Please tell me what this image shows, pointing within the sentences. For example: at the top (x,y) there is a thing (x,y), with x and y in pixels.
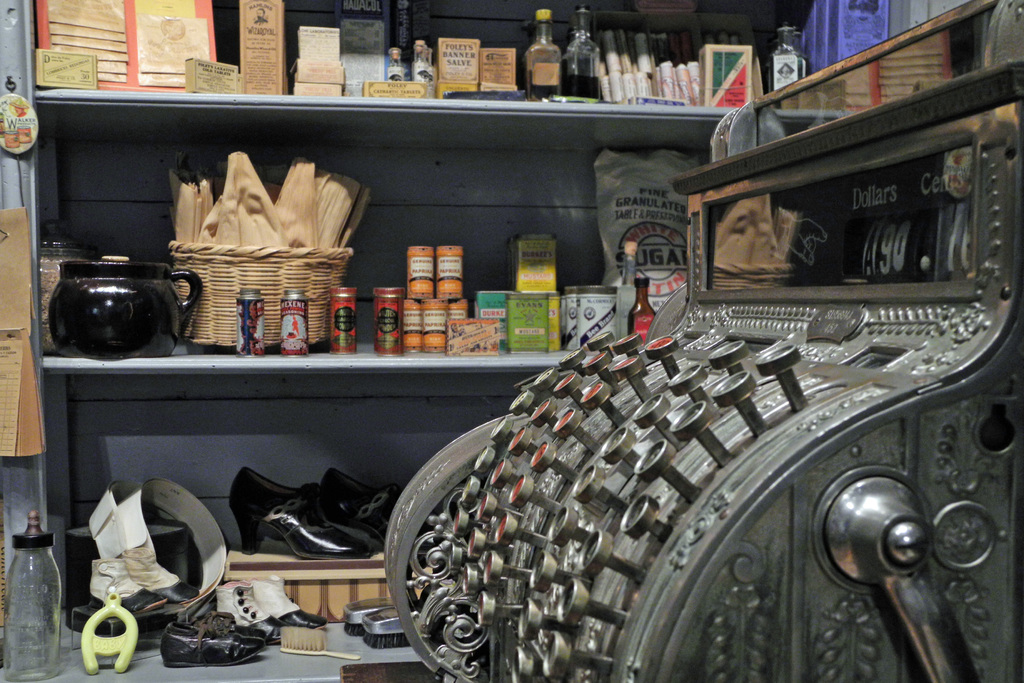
In this image there is a machine (649,482), racks (501,362), shoes (218,595), boots (263,601), brushes (312,637), bottles (572,69), basket (215,262) and objects (435,335).
